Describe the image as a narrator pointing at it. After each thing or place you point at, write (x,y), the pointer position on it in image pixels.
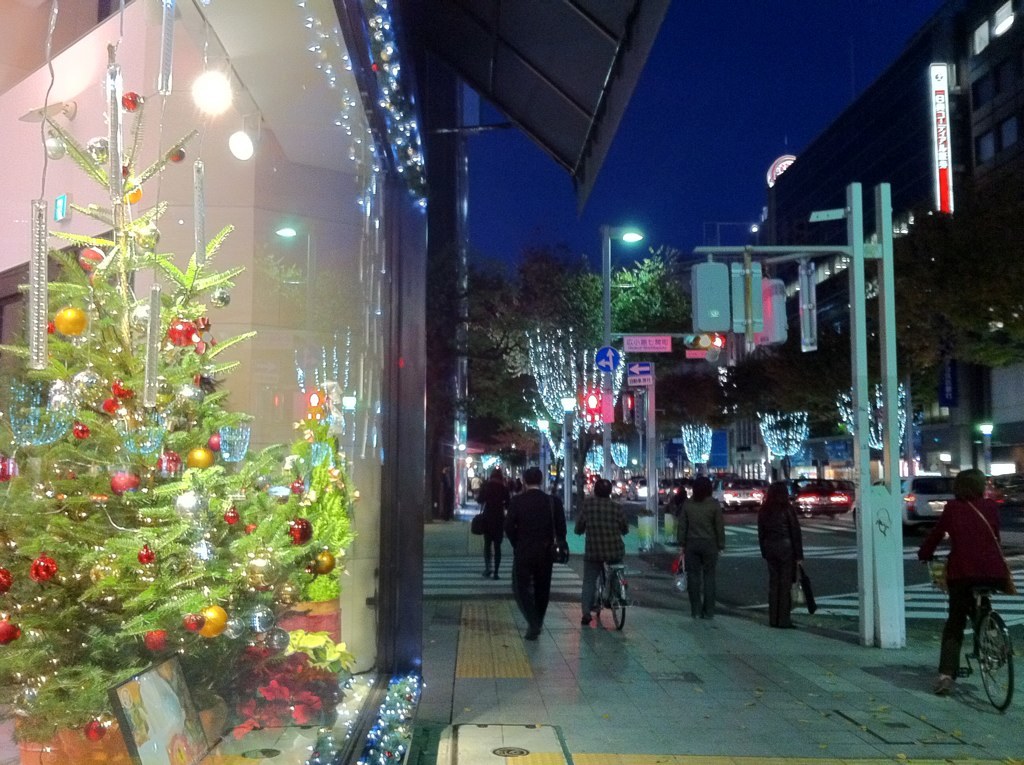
In this picture we can see vehicles (627,491) on the road (854,605), sign boards (709,290), poles (605,387), buildings (891,140) with windows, sun shades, trees (193,560) and a group of people (997,548) where two persons (963,523) are riding bicycles (614,619) and in the background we can see the sky (709,164).
